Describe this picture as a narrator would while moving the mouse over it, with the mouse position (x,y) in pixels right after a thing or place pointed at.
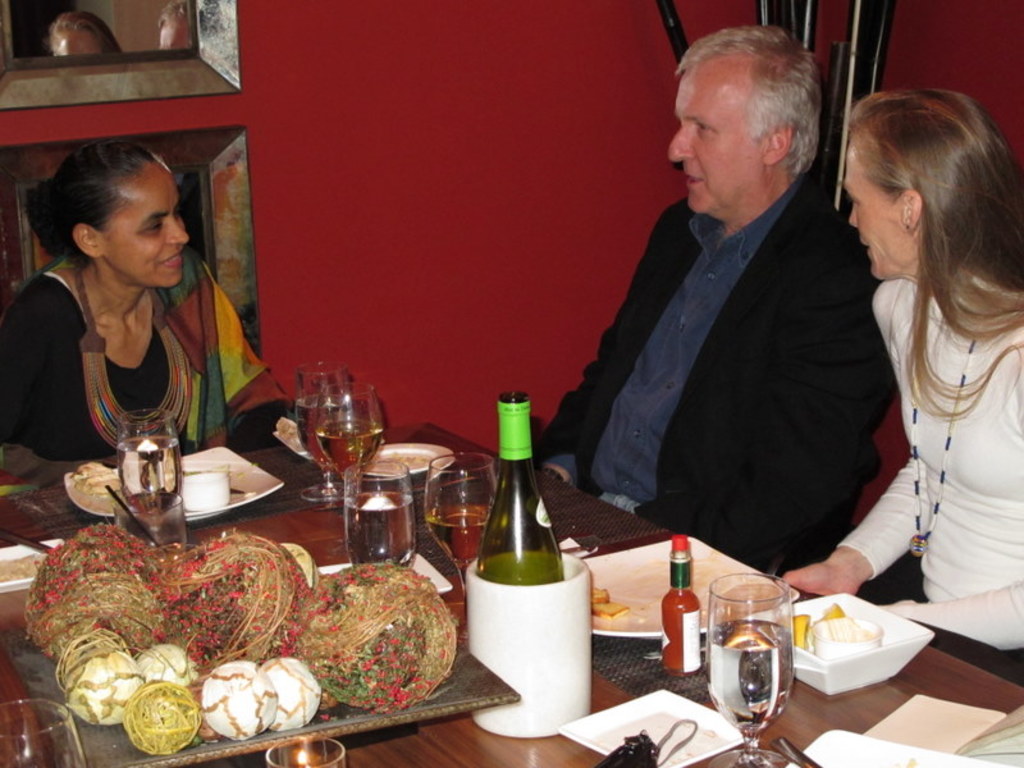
In this image we can see three persons (81,303) sitting. In the foreground (651,727) we can see group of glasses (734,605), bottles (669,598), candle (299,761), spoons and a plate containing food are placed on the table (697,700). On the left side of the image (222,158) we can see photo frames (227,177). In the background (857,24), we can see some pipes (848,48).
